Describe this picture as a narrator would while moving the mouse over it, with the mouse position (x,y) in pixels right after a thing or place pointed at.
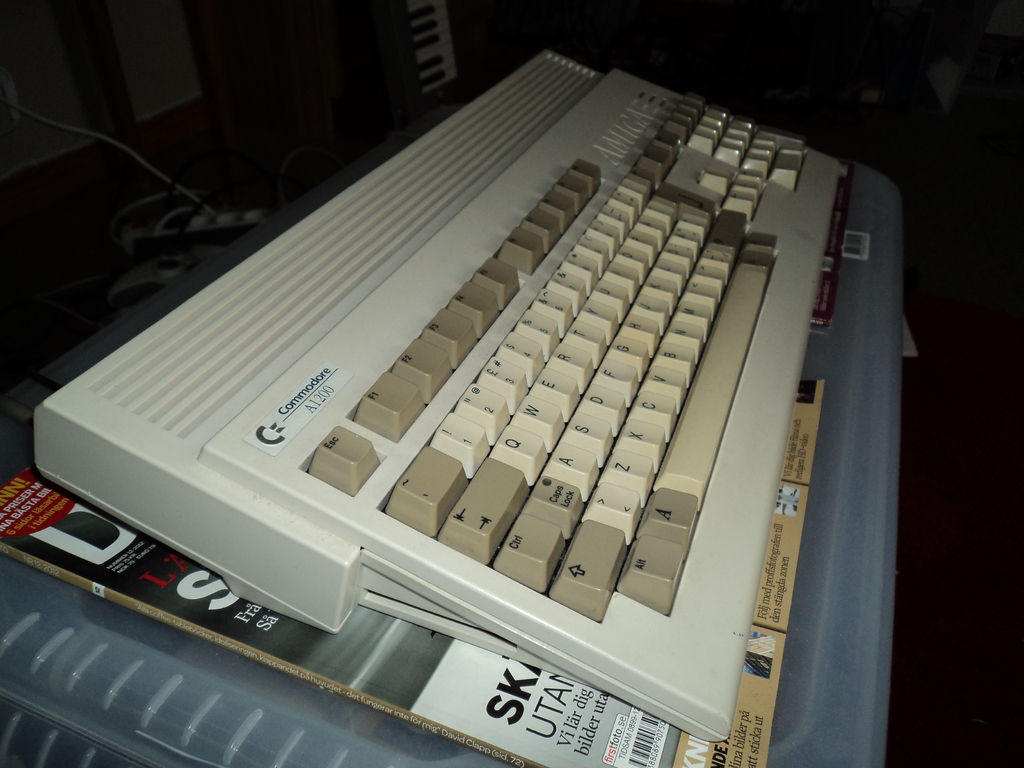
In this image we can see a keyboard (451,428). Below the keyboard (393,593) there are books (367,680) with text (326,690). Also there is a box (807,689). In the background (365,59) it is blur.
